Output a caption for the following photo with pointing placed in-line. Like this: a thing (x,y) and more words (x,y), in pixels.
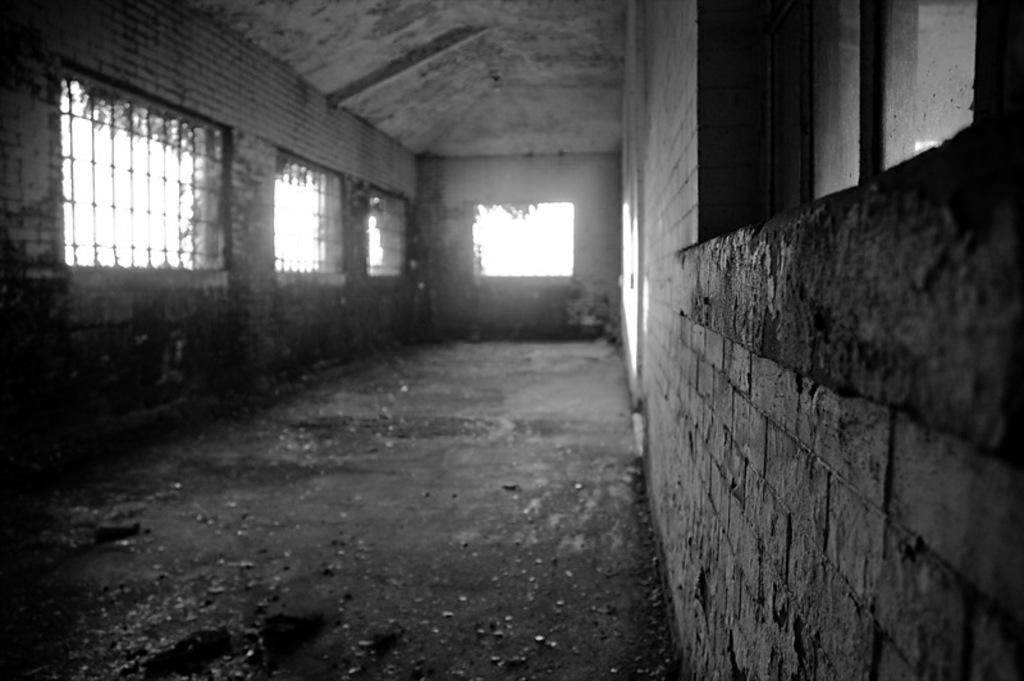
This is a black and white picture. In this picture we can see the grilles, floor (431,548). On the right side of the picture (862,229) we can see a window (852,122) and the wall (819,299).
